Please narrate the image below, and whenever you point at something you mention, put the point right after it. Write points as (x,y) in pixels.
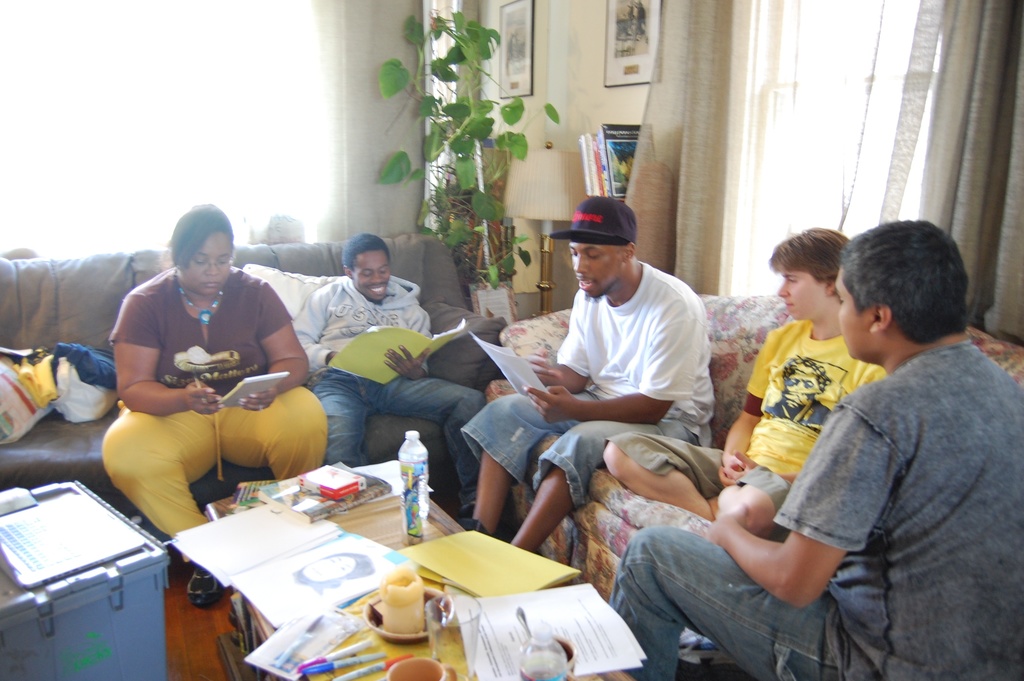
In this picture we can see some persons (801,396) sitting on the sofa (48,452). This is the table (322,676). On the table (496,568) there are cups (408,668), bottle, and papers (474,581). On the background (943,134) we can see a curtain (895,188) and this is the plant (453,152). There is a wall (579,126) and these are the frames (639,25).
